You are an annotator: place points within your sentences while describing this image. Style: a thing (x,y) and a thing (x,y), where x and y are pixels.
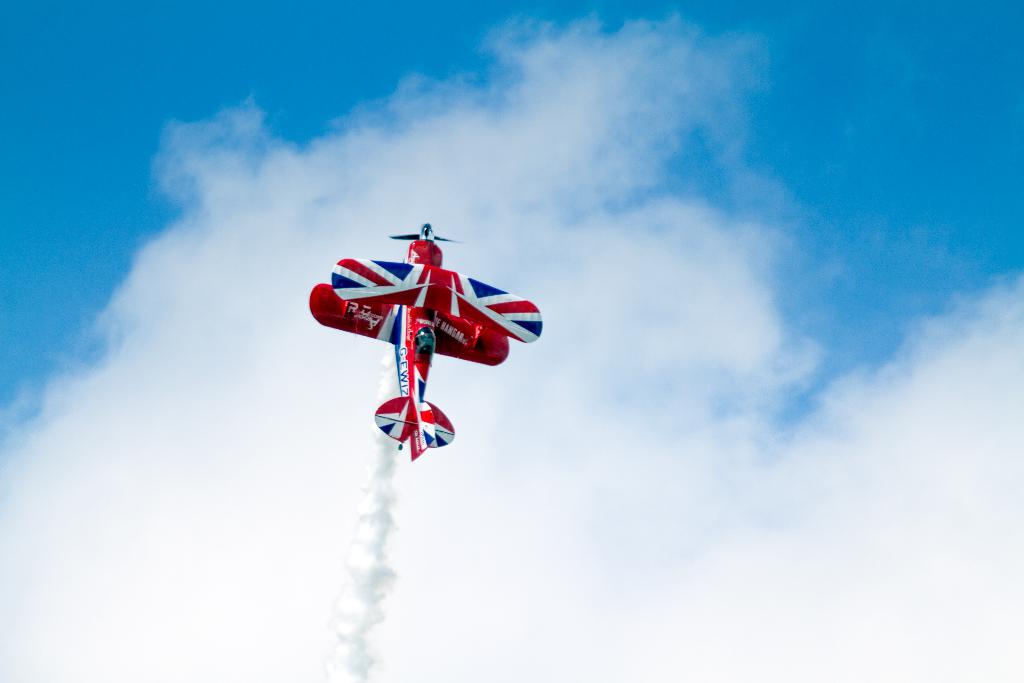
In the middle of this image (468,348) I can see an airplane (408,334) which is flying in the air (438,388). Behind this I can see the fume (373,560). In the background (367,88), I can see the sky (693,189) and clouds (677,532).
